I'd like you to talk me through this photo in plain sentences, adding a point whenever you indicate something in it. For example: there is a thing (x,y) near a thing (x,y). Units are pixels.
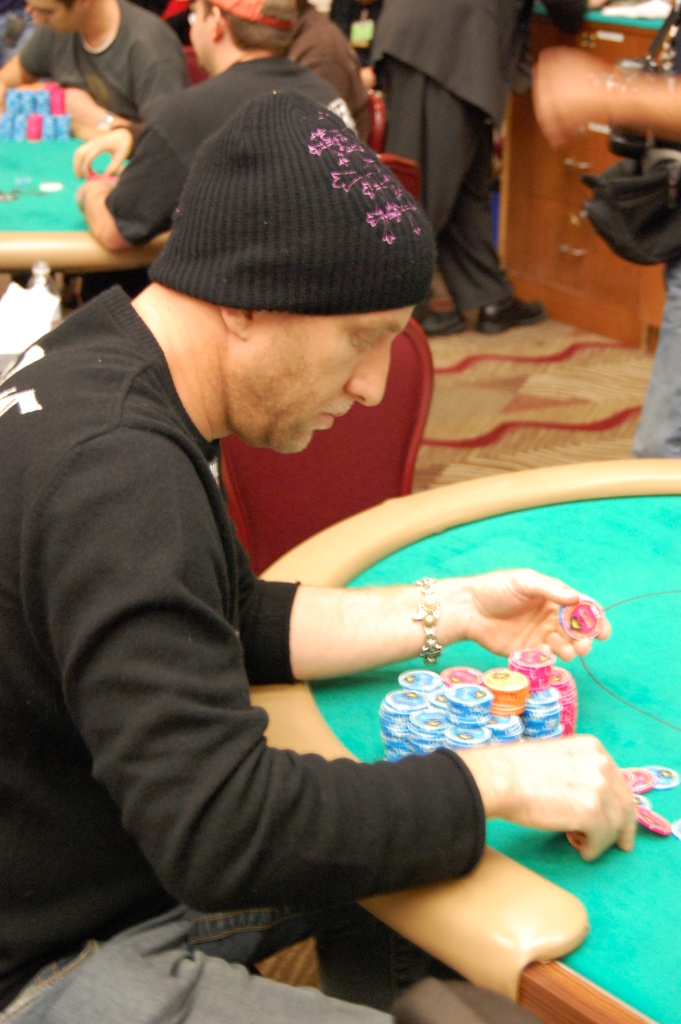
On the left side of this image (184,717) there is a man (121,759) sitting facing towards the right side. In front of him there is a board (650,583). On the board (661,902), I can see few coins (454,713) and he is holding few coins (597,619) in the hands (545,628). In the background (97,49), I can see some more people (161,24) sitting around the table (34,201). In the top right (459,91) there is a person (437,126) standing, beside him there is a table (530,220).
